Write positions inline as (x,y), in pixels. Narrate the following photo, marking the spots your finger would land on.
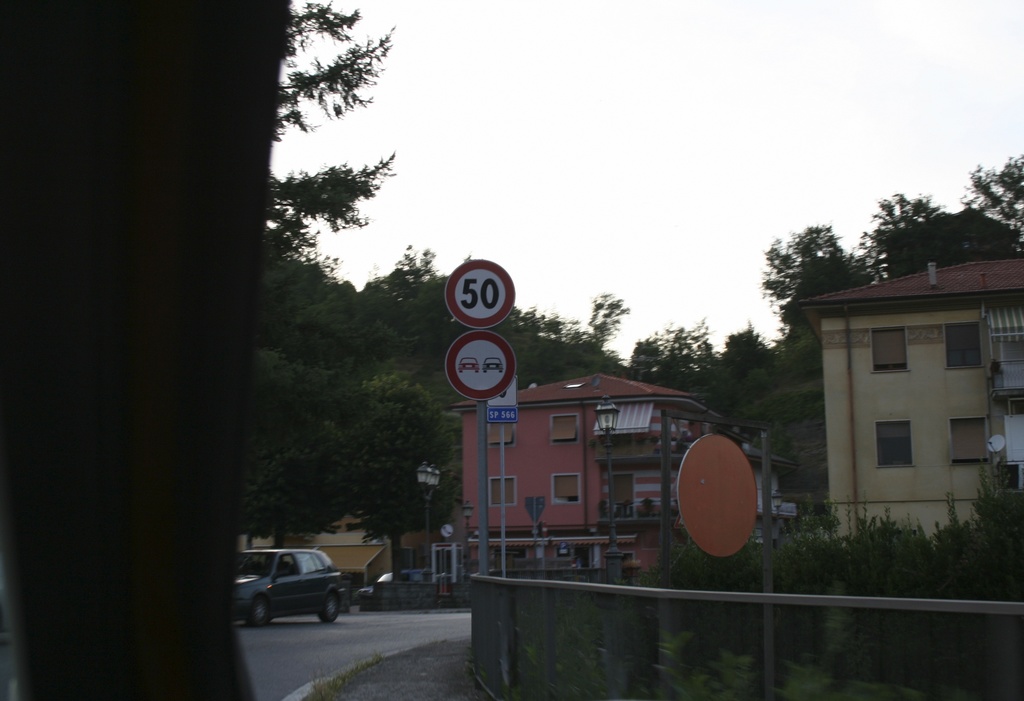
In this image there are buildings (649,478), trees (959,522) and car (328,574) on the road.
